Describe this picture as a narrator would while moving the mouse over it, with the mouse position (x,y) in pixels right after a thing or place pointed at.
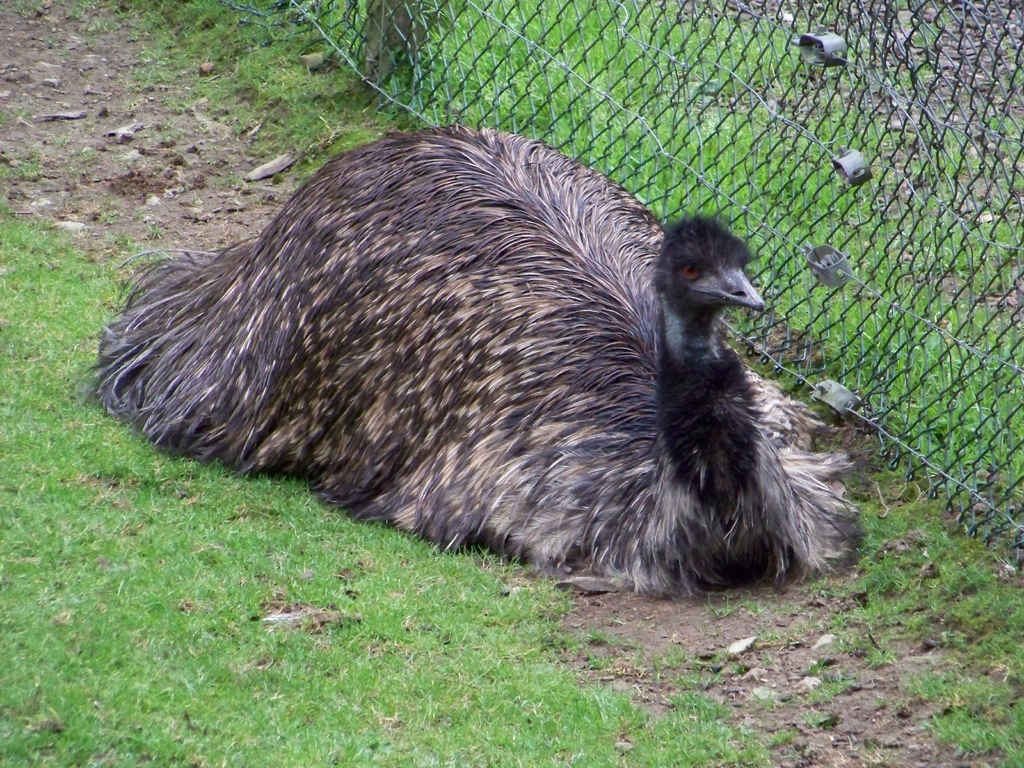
In this image there is an Emu bird (331,339) sat on the surface (42,580) of the grass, beside the bird (464,278) there is a closed metal fence (611,90).
